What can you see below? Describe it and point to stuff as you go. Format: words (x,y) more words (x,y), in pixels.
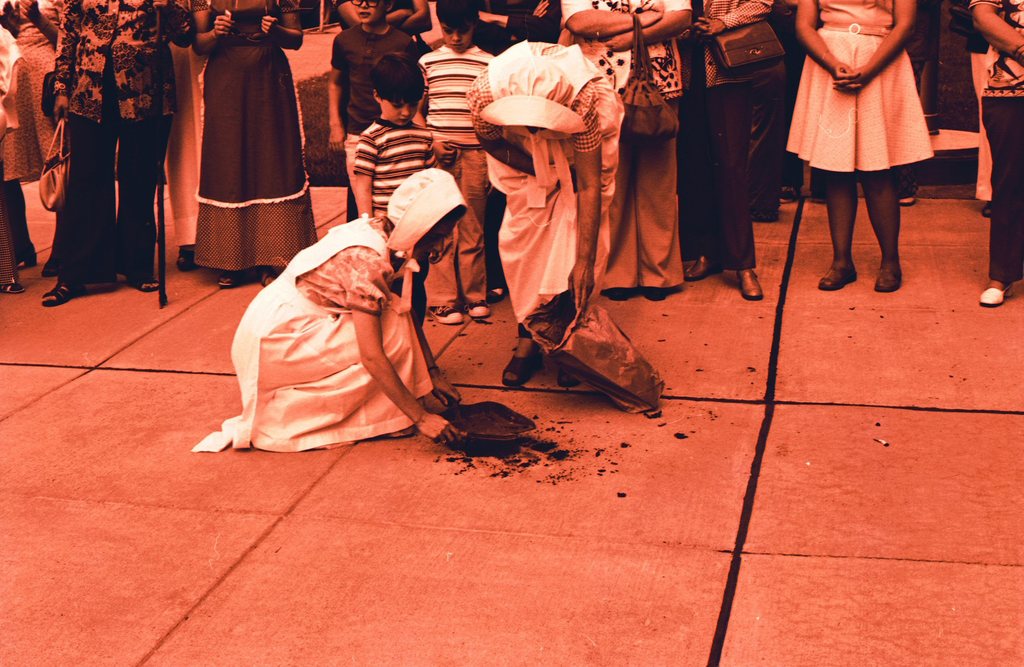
In this image I can see people (498,139) among them some are standing and this woman (362,344) is in a squat position. I can also see these two women (395,318) are holding some objects (486,421) in hands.
